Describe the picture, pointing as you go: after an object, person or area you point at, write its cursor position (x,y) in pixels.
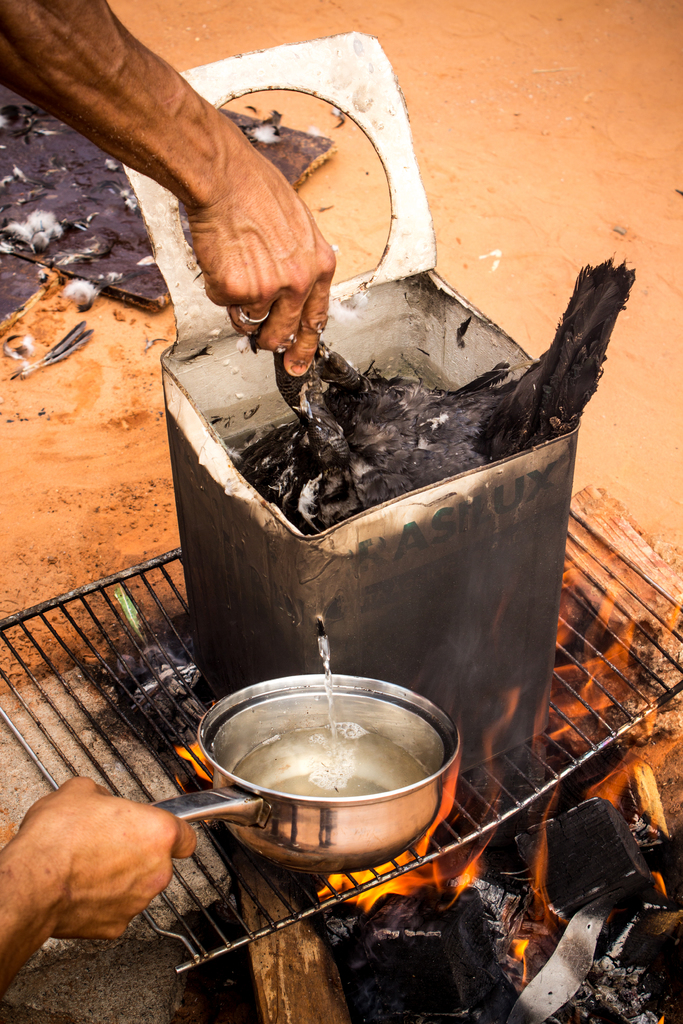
In the image we can see a container (430,570), wood (302,1016), charcoal (368,962), fire (444,875), sand (548,188), finger ring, stone (60,730), grill net (105,582) and human hands (180,167).
